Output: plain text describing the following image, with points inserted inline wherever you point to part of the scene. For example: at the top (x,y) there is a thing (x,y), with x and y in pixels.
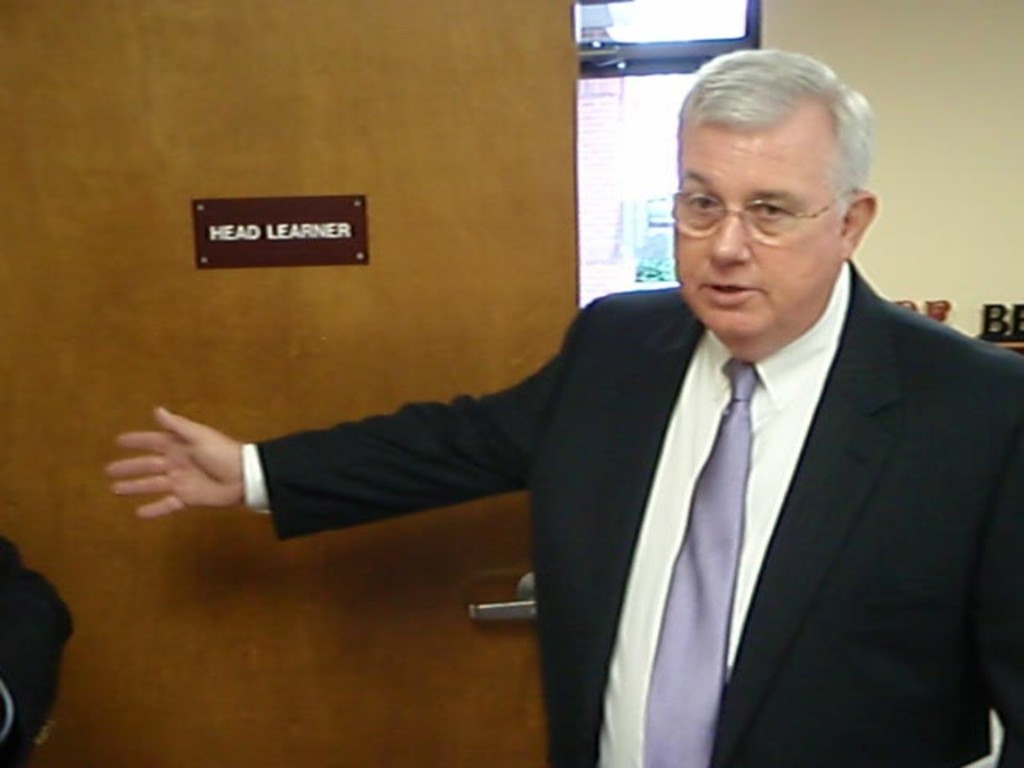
This image is taken indoors. In the background (966,143) there is a wall (936,179). There is a window (582,247) and there is a door (331,336). There is a board (319,256) with a text (248,232) on the door (368,355). On the right side of the image (728,344) a man (576,408) is standing.
